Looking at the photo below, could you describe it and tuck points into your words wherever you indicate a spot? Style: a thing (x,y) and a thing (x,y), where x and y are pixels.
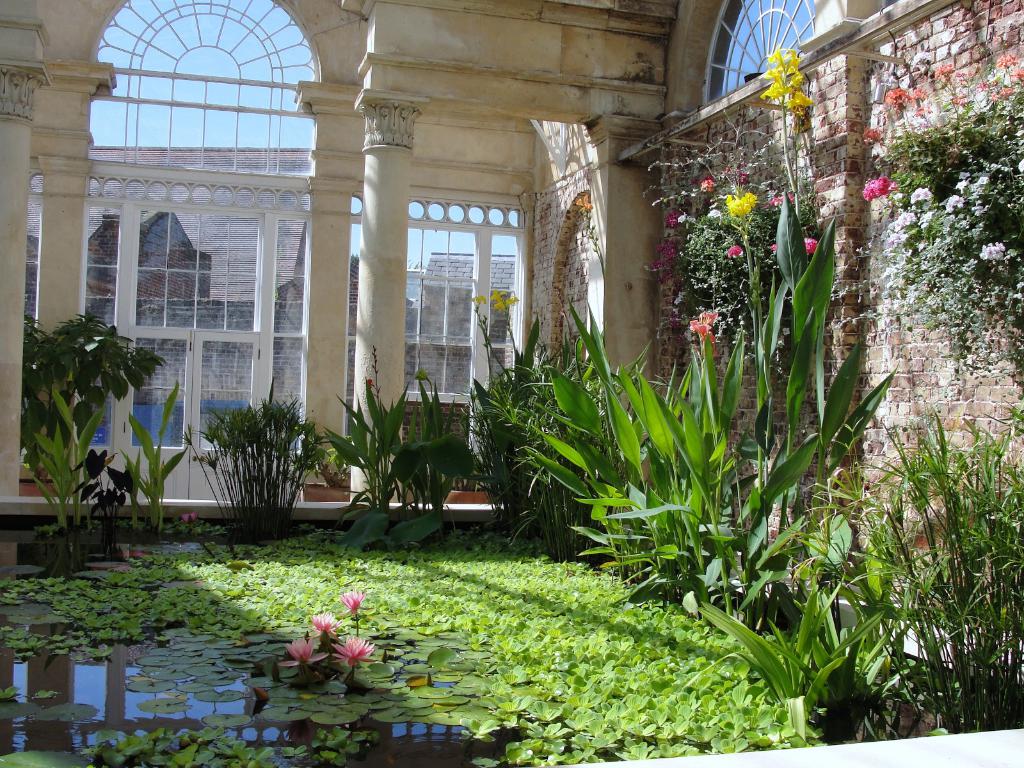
In this image there are leaves (340,627) and flowers (324,631) on the water (400,652), plants (682,387), buildings (270,337), and in the background (281,99) there is sky (123,112).
